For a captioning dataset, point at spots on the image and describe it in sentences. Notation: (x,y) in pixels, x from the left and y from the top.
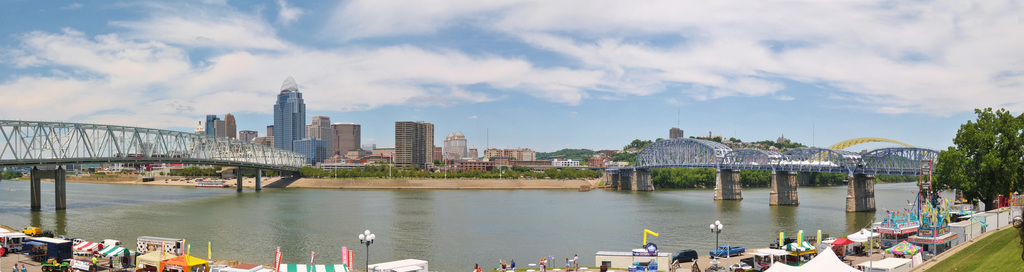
In this image we can see bridges (606,180) on the river (529,199), street vendors (153,250), street poles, street lights (365,254), persons (542,266) standing on the road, buildings (309,130), skyscrapers (288,149), trees (635,155), parasols (142,260), advertisements (344,249), motor vehicles (744,251) on the road (713,255), towers (280,131) and sky (446,90) with clouds (85,90).
